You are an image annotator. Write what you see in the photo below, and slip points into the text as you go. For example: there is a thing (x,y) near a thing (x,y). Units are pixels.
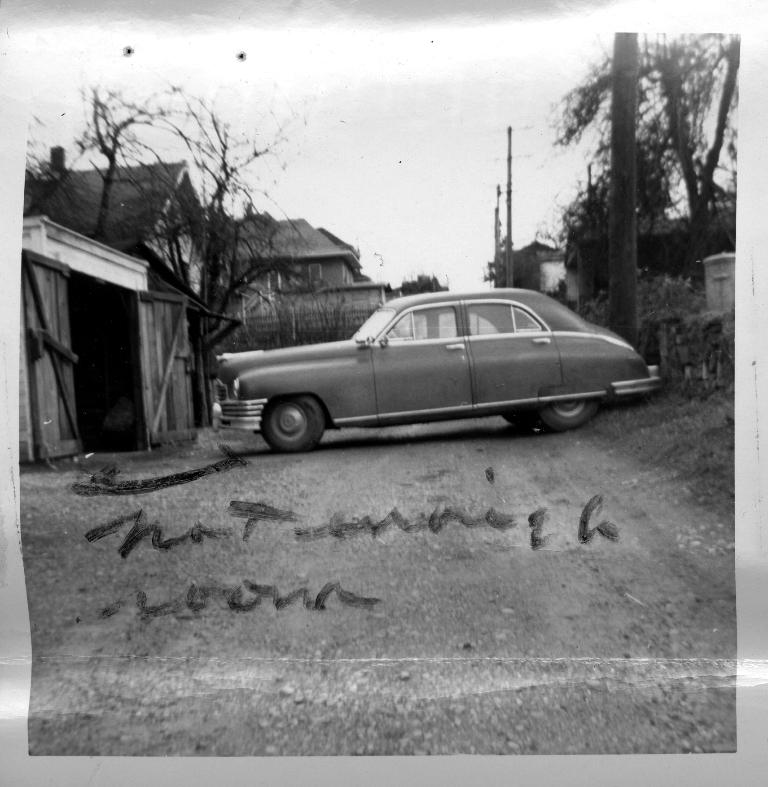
This is a black and white picture. In this picture we can see a car (258,387) and some text (177,542) at the bottom of the picture (212,530). We can see a shed (55,251) on the left side (117,253). There are a few trees (713,219), poles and buildings (331,236) are visible in the background (139,241). We can see the sky (357,148) on top of the picture (439,56).
